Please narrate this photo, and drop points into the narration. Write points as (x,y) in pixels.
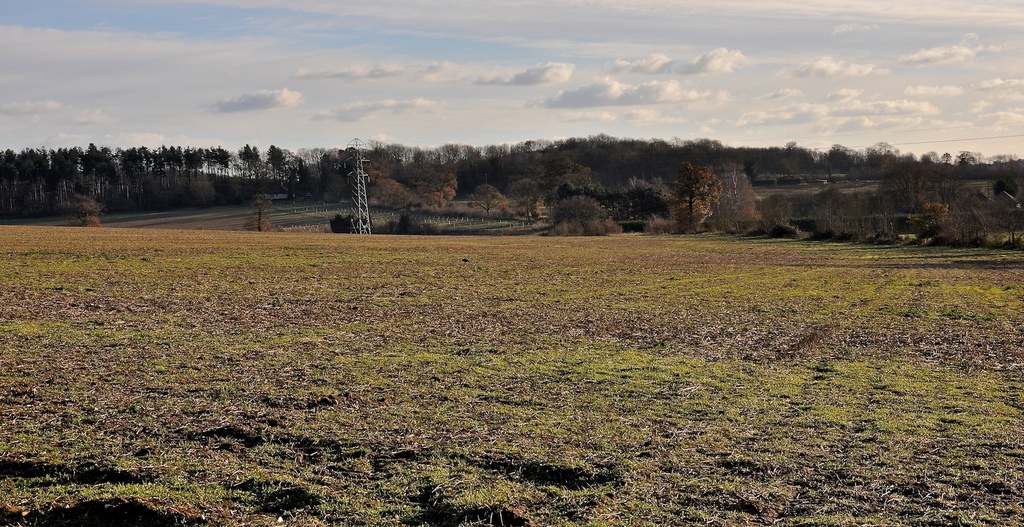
In this image there is a field (695,255), in the background (359,162) there is a tower (358,189), trees (318,198) and a sky (619,78).
